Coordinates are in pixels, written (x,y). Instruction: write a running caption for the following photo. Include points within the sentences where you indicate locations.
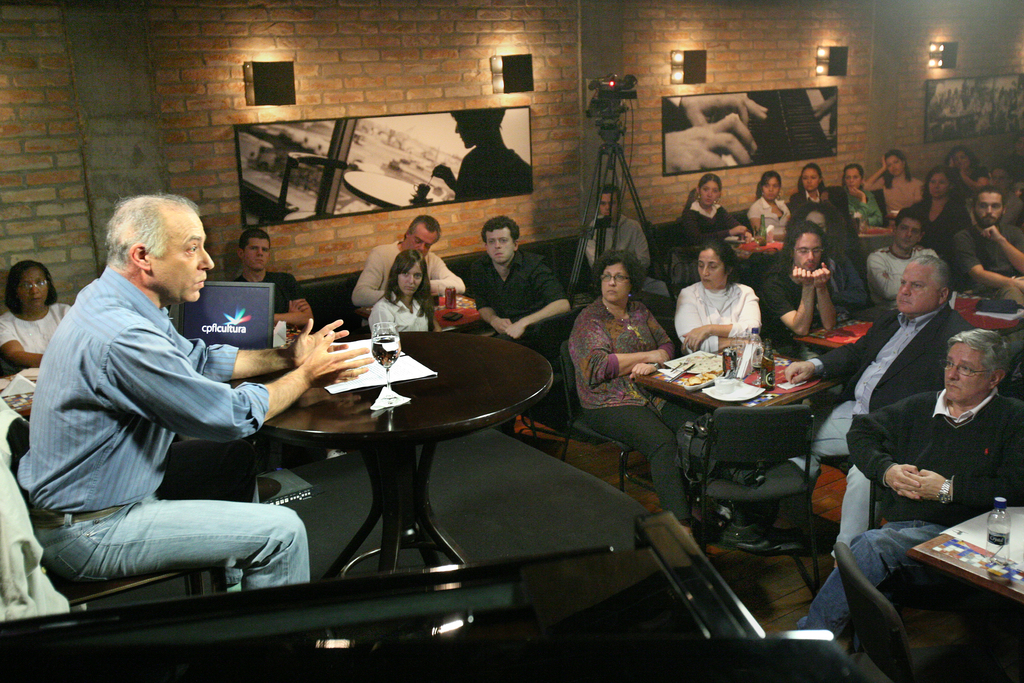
In this image there are few people (692,305) in the room (546,452), there are tables (502,373), on the tables (534,388) there are glasses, papers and a few other objects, a camera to the stand (611,157), a few posters (467,133) and lights (932,56) attached to the wall (217,161).
